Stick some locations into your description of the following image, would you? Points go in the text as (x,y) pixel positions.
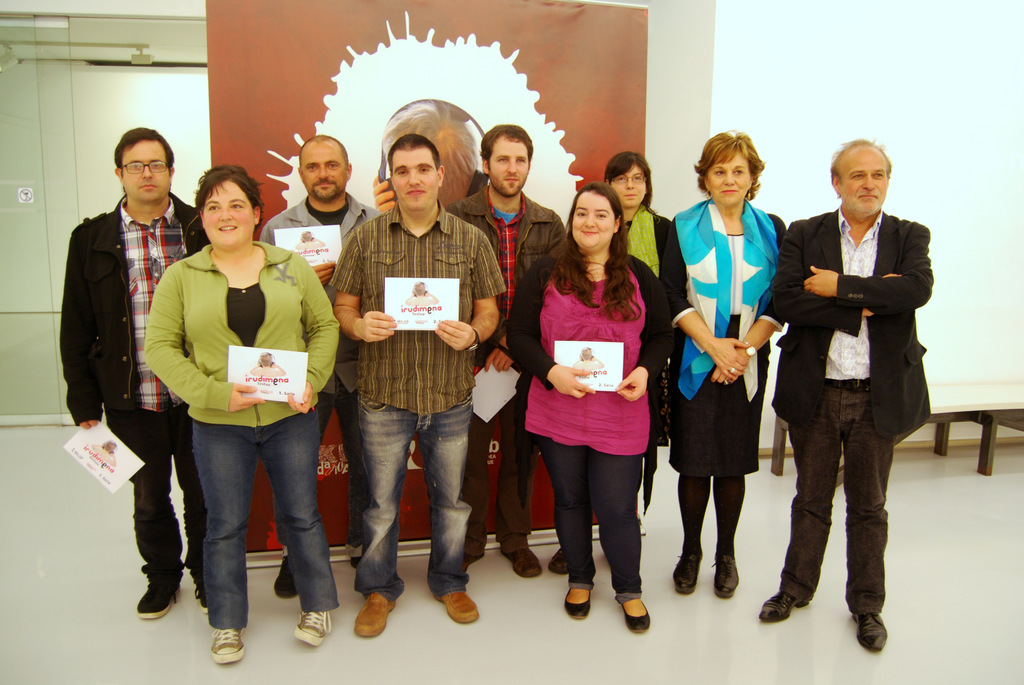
In the image we can see there are people (439,378) standing and holding cards (302,388) in their hand (298,408) and behind there is a banner (397,120).
